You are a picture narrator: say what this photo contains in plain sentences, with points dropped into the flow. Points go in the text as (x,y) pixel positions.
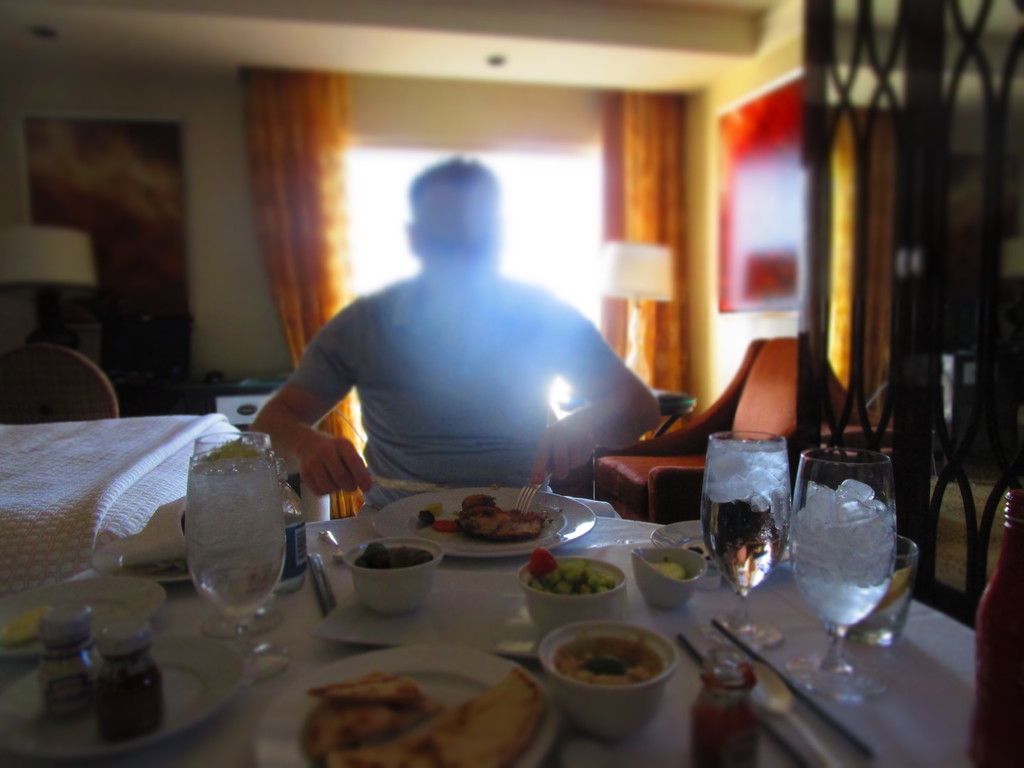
The person (439,398) wearing blue shirt (449,409) is sitting in front of a table (510,581) which contains some eatables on it and there is a bed (174,438) beside him and there is a window (540,252) behind him.
